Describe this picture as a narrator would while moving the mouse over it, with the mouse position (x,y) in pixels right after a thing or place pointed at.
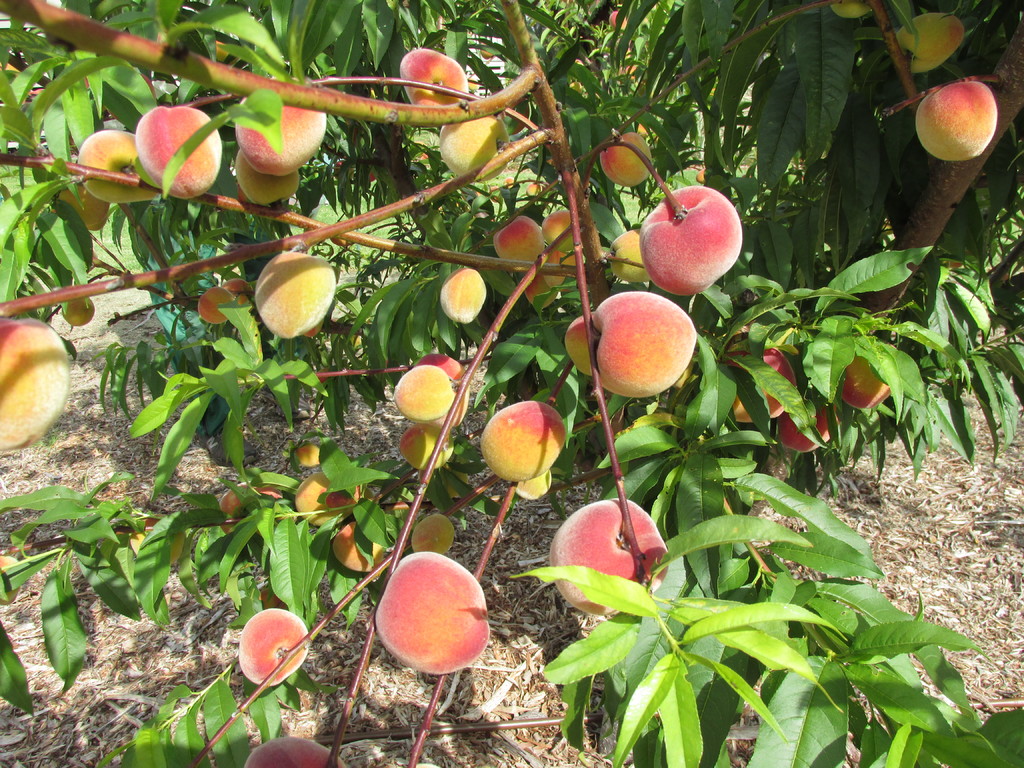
In this image there is a tree (585,288). There are few branches (585,233) having fruits (624,300) and leaves (609,223). Left side (89,350) we can see the land (281,453).
